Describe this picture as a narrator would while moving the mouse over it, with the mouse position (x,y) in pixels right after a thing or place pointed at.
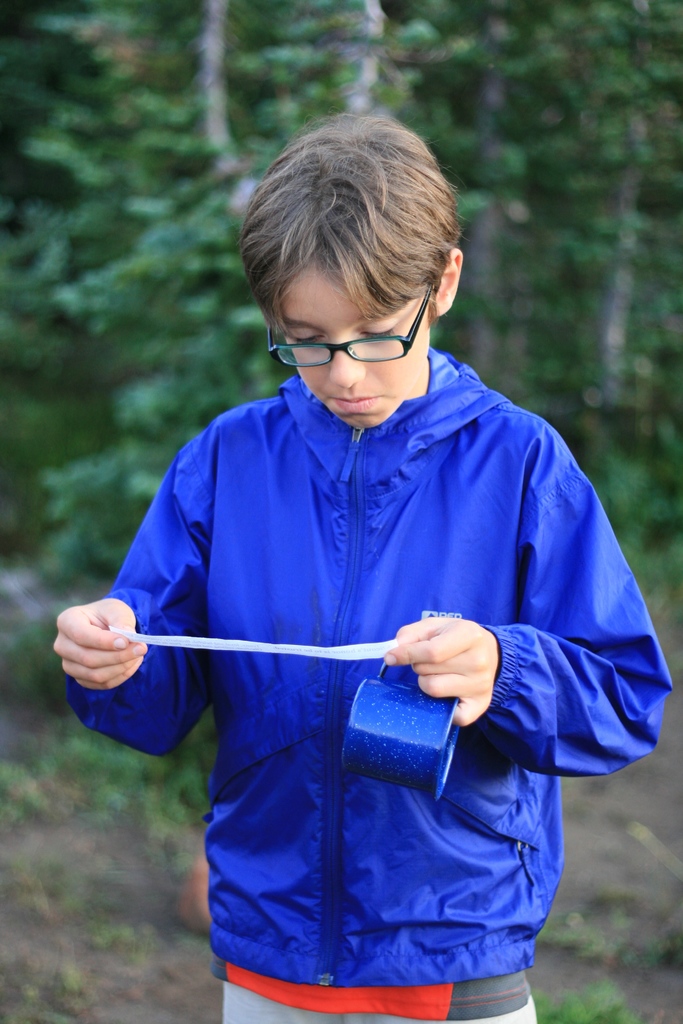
In this image I can see the person (269,764) standing and holding few objects (430,781) and the person (433,832) is wearing blue color jacket (460,868). In the background (136,89) I can see few trees (130,82) in green color.
